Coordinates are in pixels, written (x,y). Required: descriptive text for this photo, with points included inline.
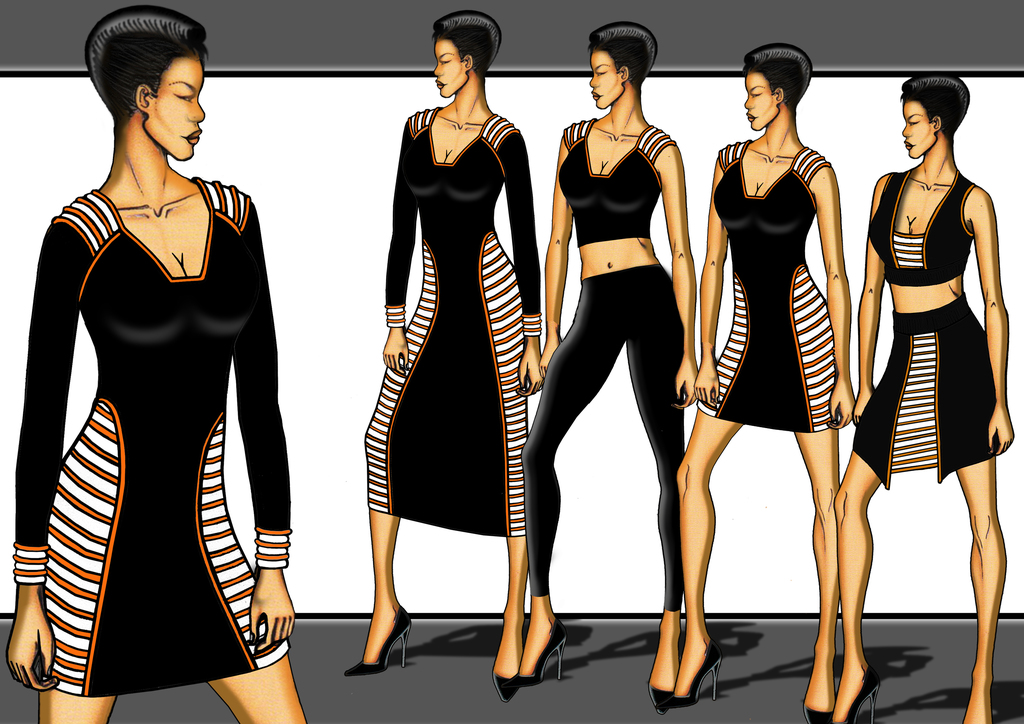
This is an animated image. In the image there are ladies (483,236) standing with different types of dresses (941,250). Behind them there is a white background (1010,114).
